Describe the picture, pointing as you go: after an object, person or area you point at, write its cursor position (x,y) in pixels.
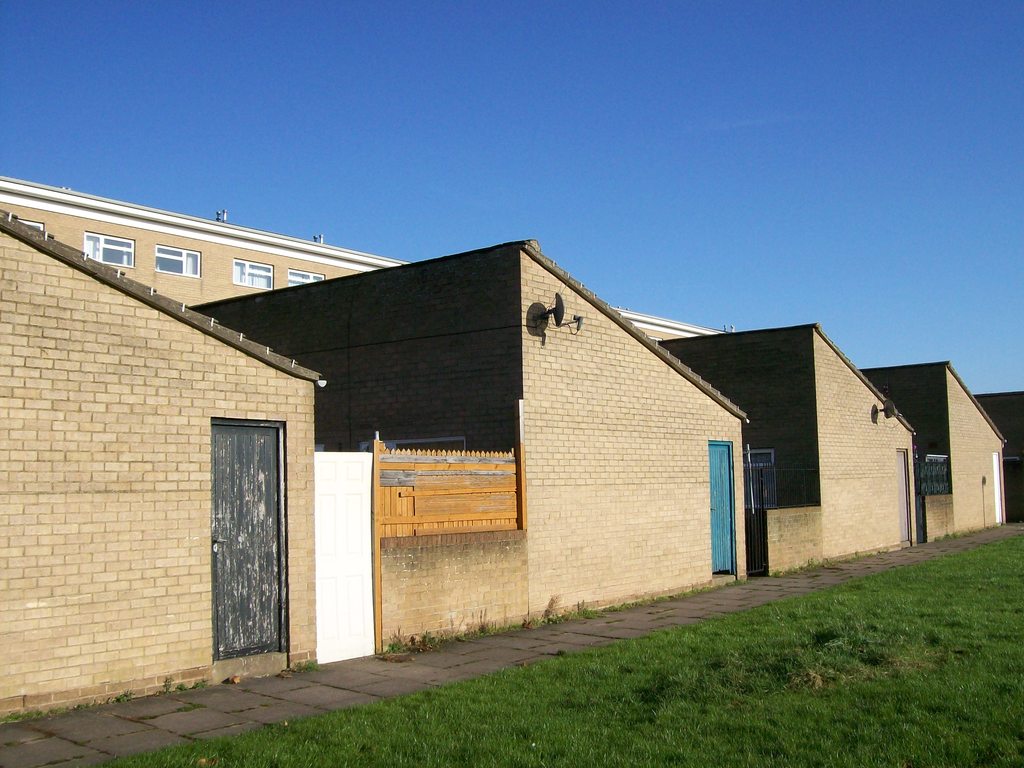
In this image, we can see some grass (816,711) and roof houses (128,592). There is a building (416,430) in the middle of the image (636,318). At the top of the image (579,120), we can see the sky (540,125).
